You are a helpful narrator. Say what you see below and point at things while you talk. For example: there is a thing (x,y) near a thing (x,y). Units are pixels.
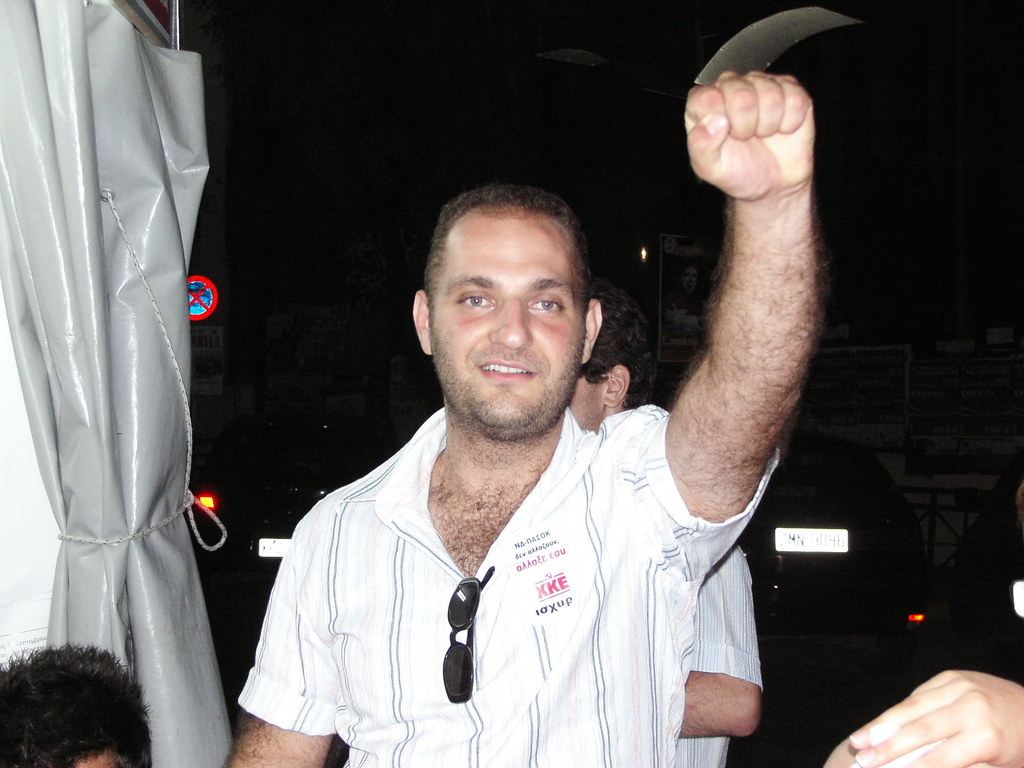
In the center of the image (492,325) there is a person (471,531) standing. At the bottom right corner (854,760) we can see persons hand (982,724). On the left side of the image (128,294) we can see curtain (126,281) and persons head (103,666). In the background (604,345) there is person (610,321) and advertisements (825,410).
